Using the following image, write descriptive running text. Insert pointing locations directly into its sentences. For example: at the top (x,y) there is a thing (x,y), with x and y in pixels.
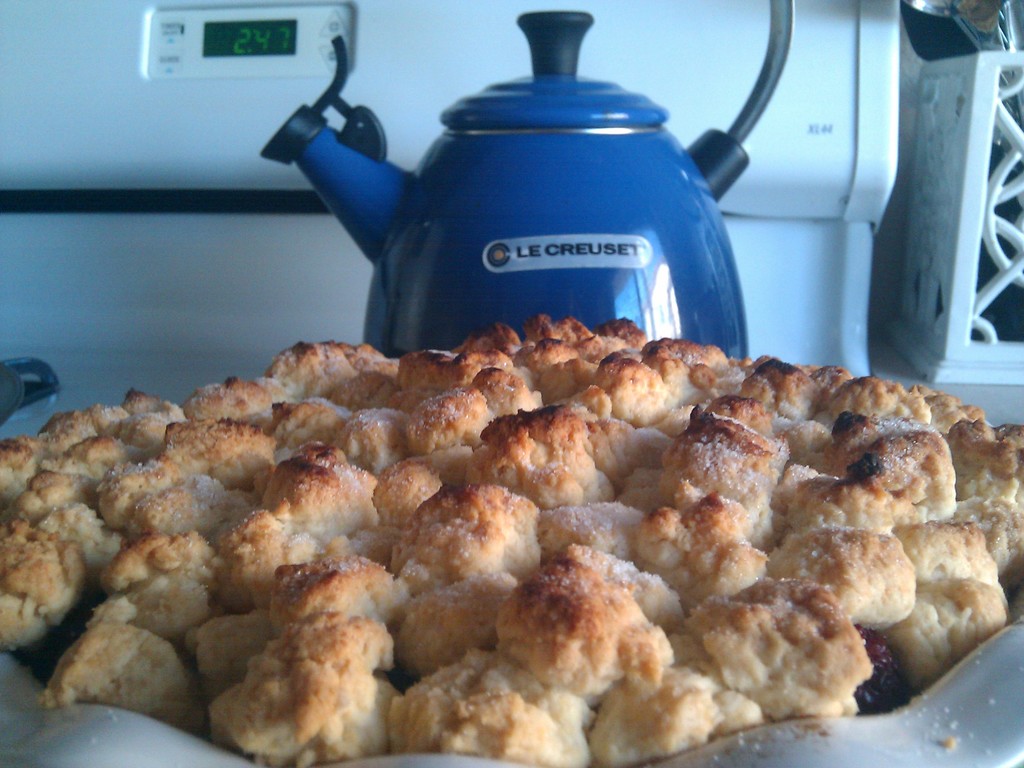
In this image, we can see some food item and a kettle (485,267). We can also see a device (286,16) with digital numbers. We can also see an object (967,238) on the right (1005,309).
